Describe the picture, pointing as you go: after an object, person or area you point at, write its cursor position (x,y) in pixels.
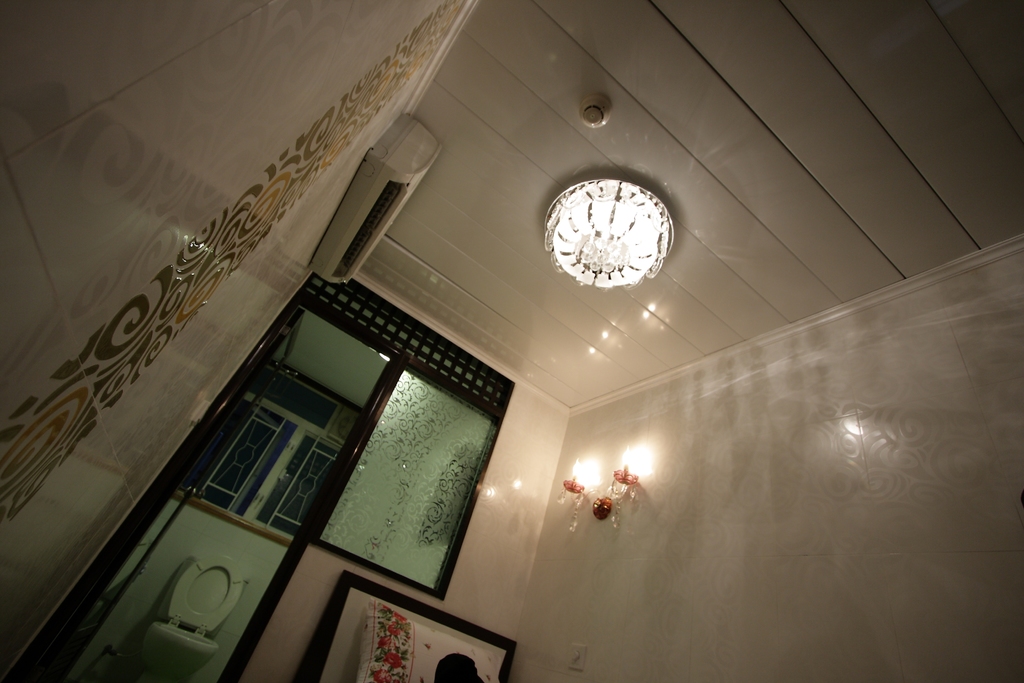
In this picture we can see glass (422,474), frame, air conditioner (390,213), chandelier (601,243) and lights (592,503). On the right (834,443) we can see wall (941,458). On the left (87,287) it is wall (136,298). In the frame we can see toilet (197,592). At the top (704,108) it is ceiling (781,292).
